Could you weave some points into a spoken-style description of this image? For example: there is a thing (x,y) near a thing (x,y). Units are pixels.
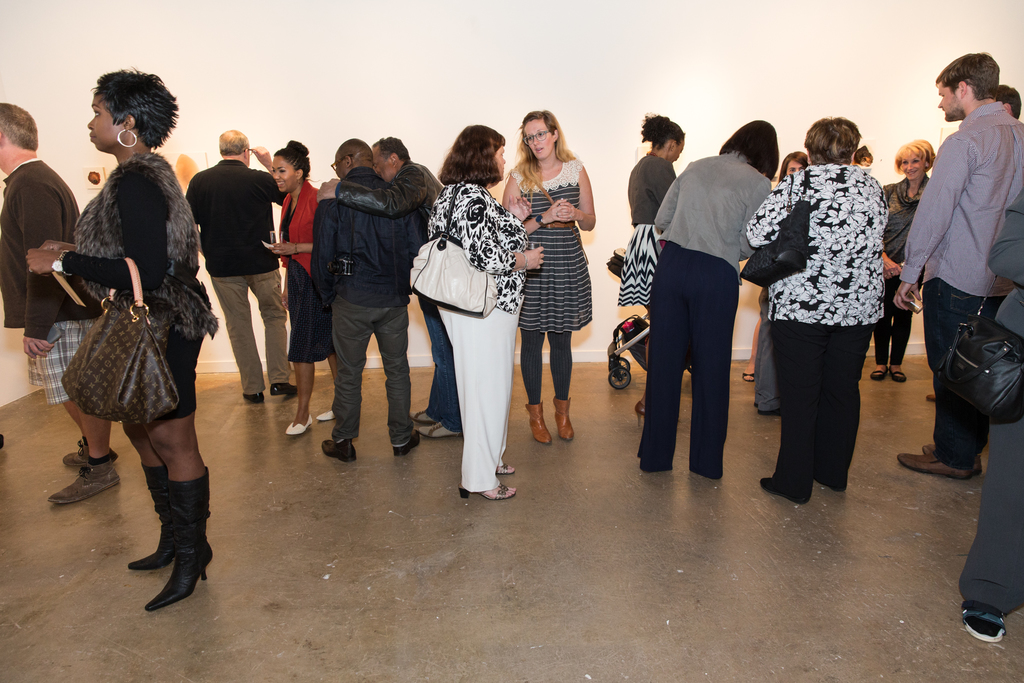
In this picture we can see some persons (1007,433) standing on the floor (495,578). She is carrying her bag (495,274). On the background (515,91) there is a wall (519,65). And this is the floor (691,550).
